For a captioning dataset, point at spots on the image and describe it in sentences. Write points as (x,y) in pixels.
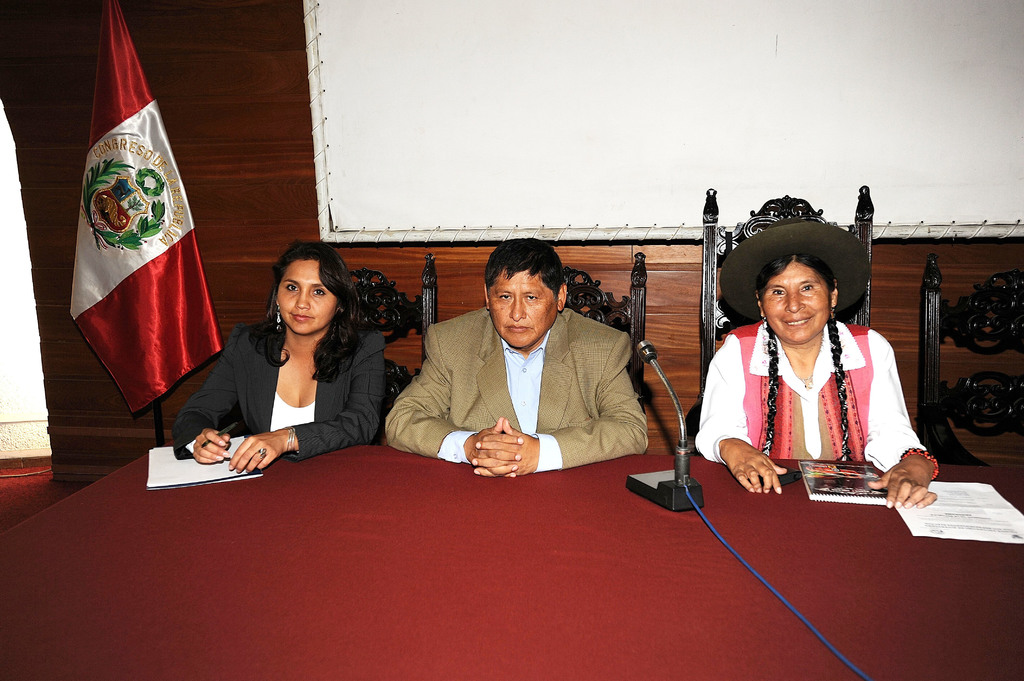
In this image I can see three persons (731,395) sitting. In front (574,433) the person (509,436) is wearing brown color blazer (561,415), light blue shirt (528,400) and I can also see the microphone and few papers (938,521) on the table (548,597). Background (108,307) I can see the flag (152,317) in white and red color and I can also see the board (402,47) attached to the wooden wall (268,125).
